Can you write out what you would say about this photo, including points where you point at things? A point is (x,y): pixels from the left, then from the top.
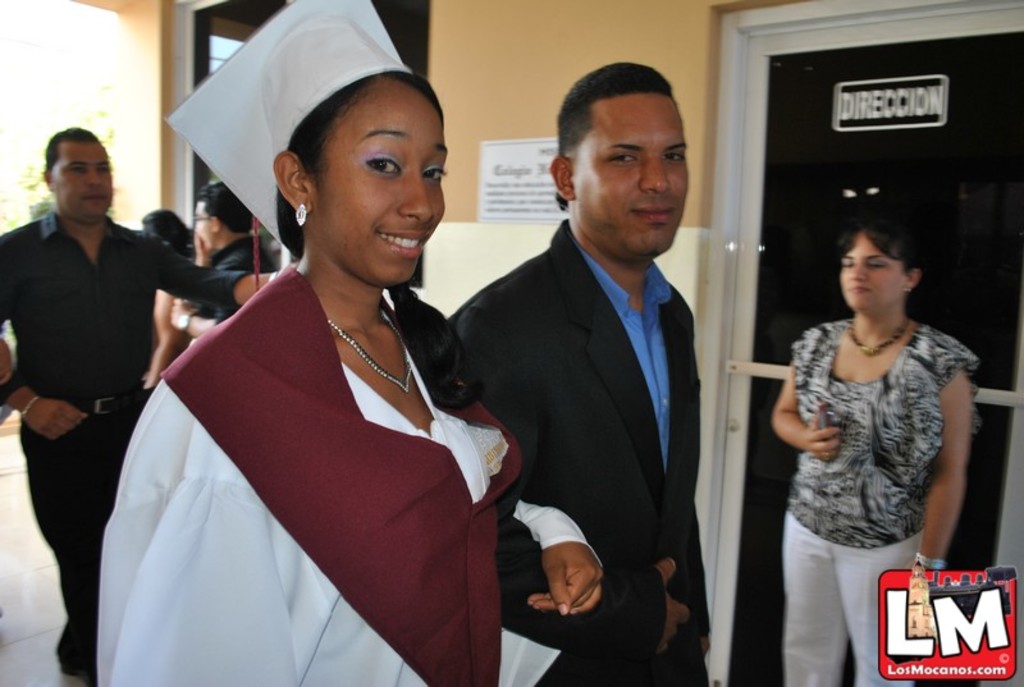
In this image we can see some group of persons (508,397) standing, at the foreground of the image (392,442) there are two persons (277,484) wearing white and black color dress (534,376) respectively walking together and at the background of the image (505,82) there is door (743,202), wall (170,141) and trees (31,195).
